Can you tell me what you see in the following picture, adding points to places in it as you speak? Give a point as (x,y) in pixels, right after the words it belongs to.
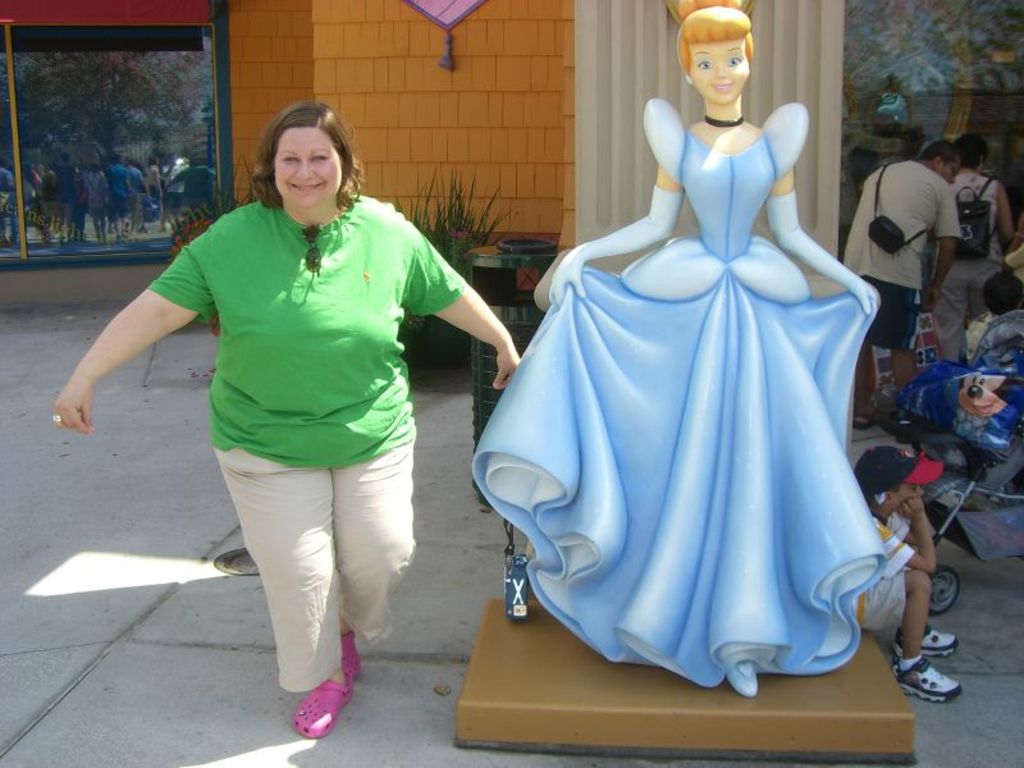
In the image there is a statue (670,406) and beside the statue (668,390) there is a woman (368,284), she is posing like a statue (609,464) and on the right side (892,498) a kid (888,500) is sitting behind the statue (847,515) and in the background (907,234) there are some other people (906,187), a wall (420,166) and few plants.
